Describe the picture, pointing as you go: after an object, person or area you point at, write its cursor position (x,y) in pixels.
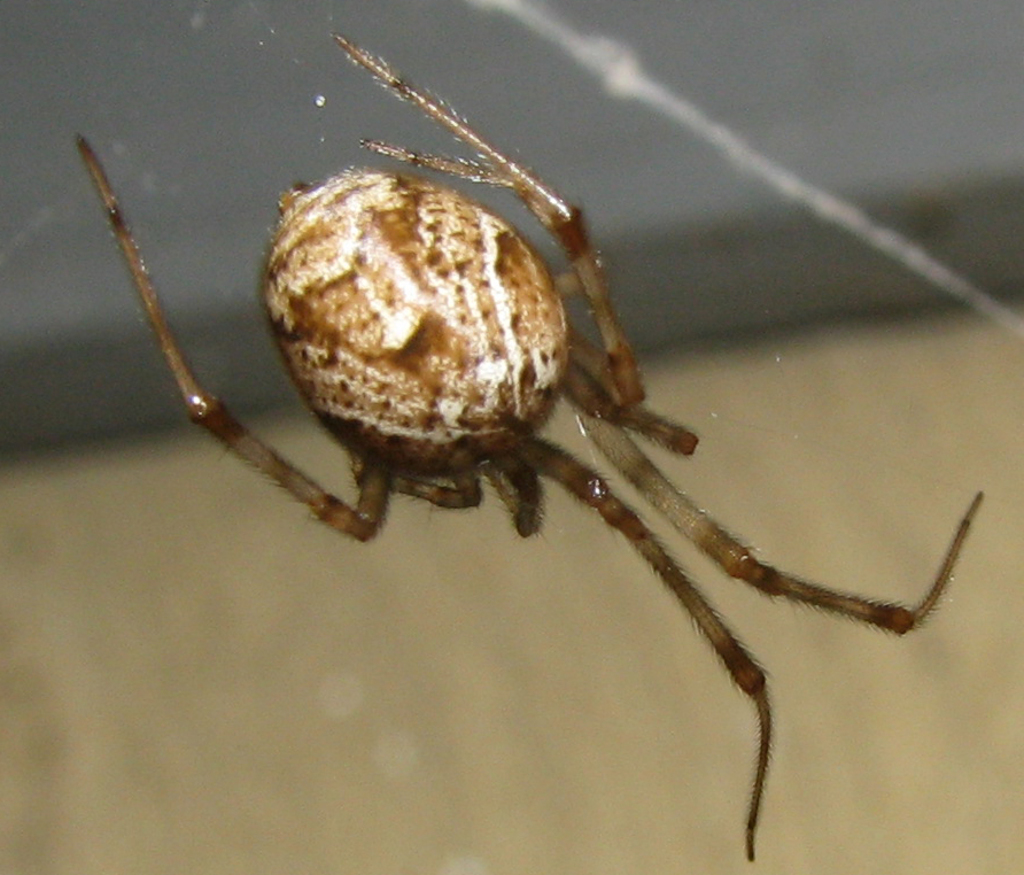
In this picture I can observe an insect (443,324) in the middle of the picture (514,358). It is looking like spider (440,291). The background (549,629) is completely blurred.
